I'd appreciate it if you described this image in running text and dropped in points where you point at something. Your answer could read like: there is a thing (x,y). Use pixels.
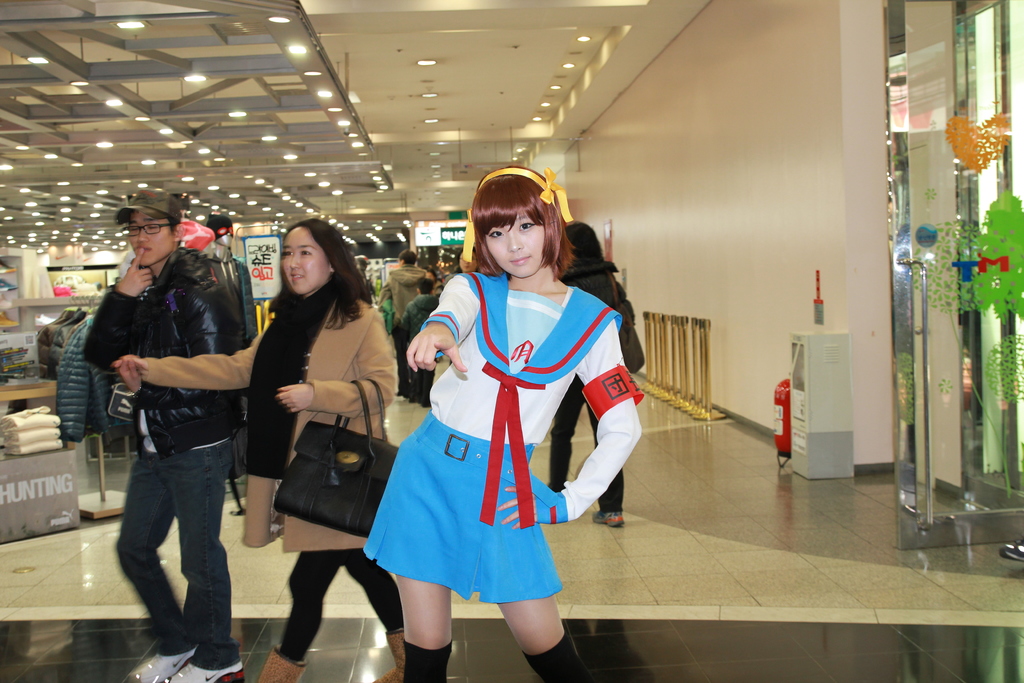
In this image, we can an inside view of a building (731,147). There are some persons (525,327) wearing clothes (448,406). There are lights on the ceiling (352,51) which is at the top of the image (514,36). There is a door (895,159) on the right side of the image (963,459). There is a box (66,499) and some clothes (50,438) on the left side of the image (52,433). There is an object (800,379) in the middle of the image (661,331).
